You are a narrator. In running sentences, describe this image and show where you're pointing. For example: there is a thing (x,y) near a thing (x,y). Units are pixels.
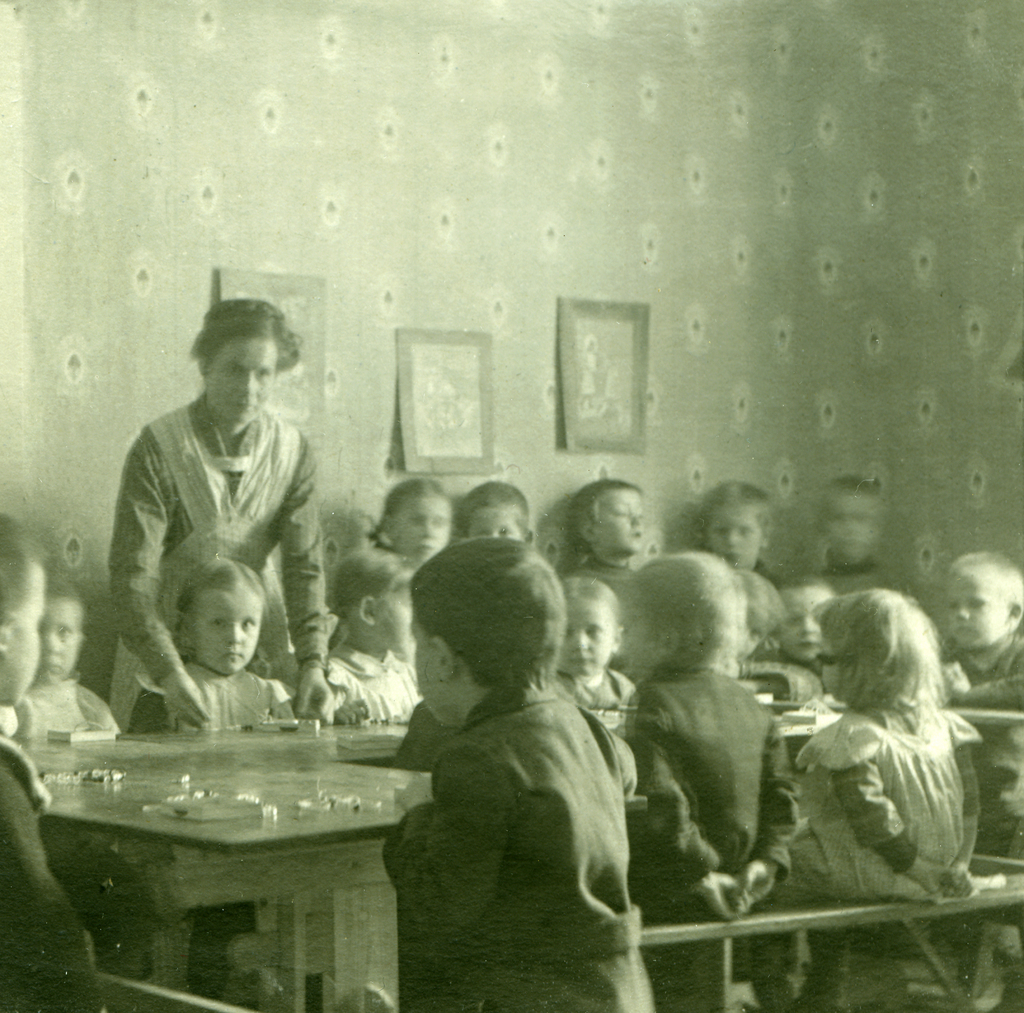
In this image we can see many children (245,648) are sitting around the table (158,735).
